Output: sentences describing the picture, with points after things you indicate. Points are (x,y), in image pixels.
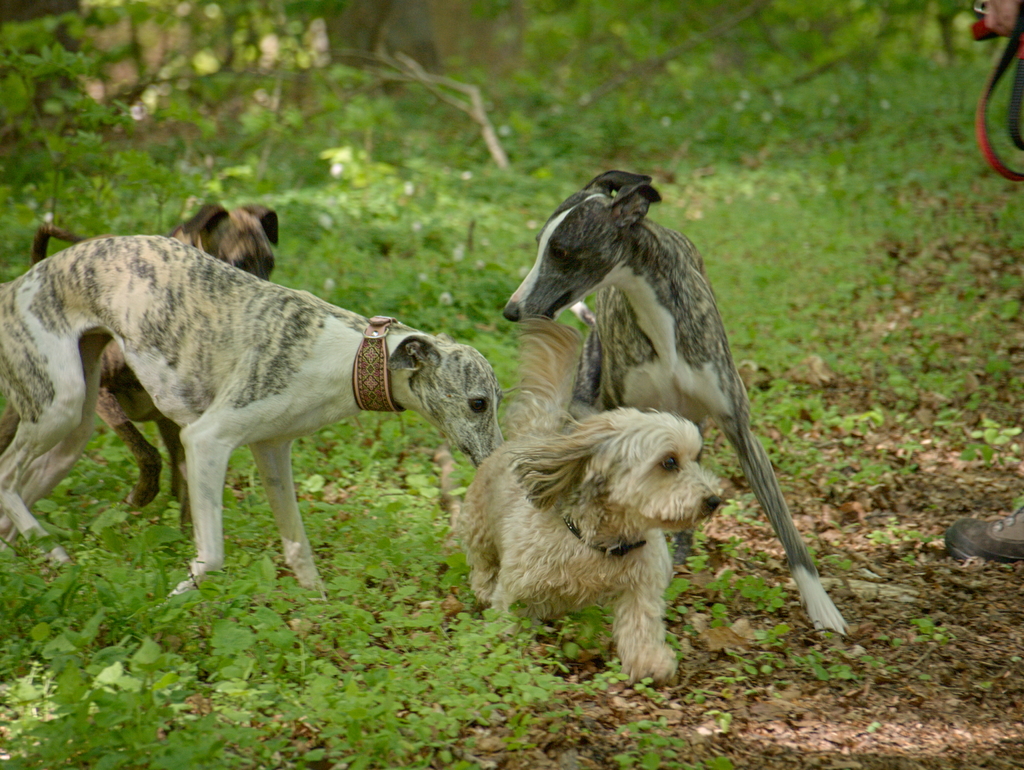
In this image there are group of dogs (418,363) which are playing with each other. At the bottom (461,651) there is a ground (522,647) on which there are small plants (436,626) and sand (875,654). On the right side (987,156) there is a person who is holding the leash (983,95).
